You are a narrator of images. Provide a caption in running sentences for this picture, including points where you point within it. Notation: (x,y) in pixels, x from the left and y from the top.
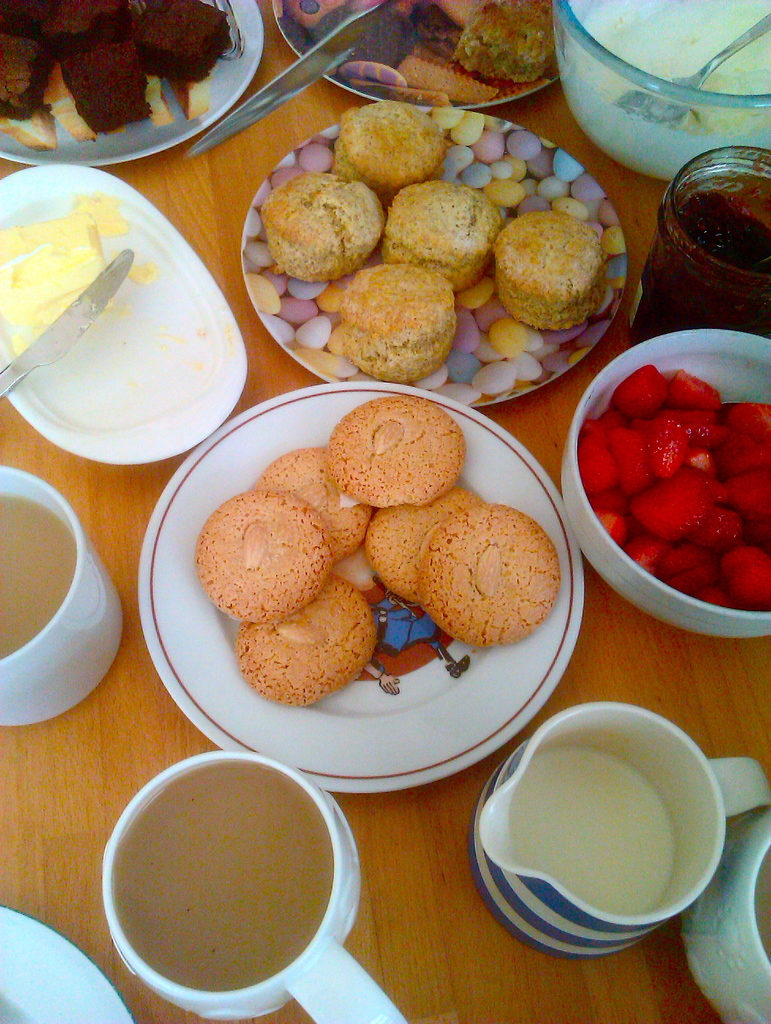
This picture shows biscuits (303,705) and muffins (419,347) and some food (77,13) in the plates (396,74) and see butter (2,232) in another plate (206,317) and few strawberry pieces (660,483) in a bowl (756,617) and few cups (375,1018) on the table (268,46) and we see a bowl (657,101) with some food (724,84) and a spoon (704,75).
